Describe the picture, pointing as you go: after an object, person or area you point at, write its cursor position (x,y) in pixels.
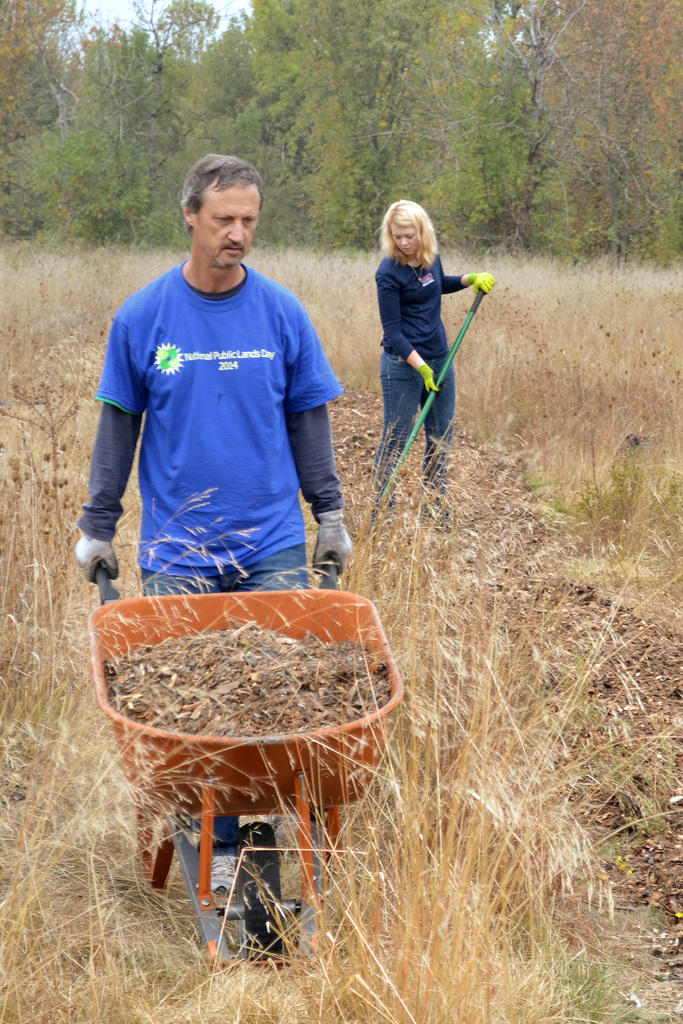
In this picture I can see there is a man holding a trolley (166,777) and moving it. The woman (430,322) in the backdrop (412,321) is holding a stick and there is grass (346,270) and trees (334,230) in the backdrop (382,55).
